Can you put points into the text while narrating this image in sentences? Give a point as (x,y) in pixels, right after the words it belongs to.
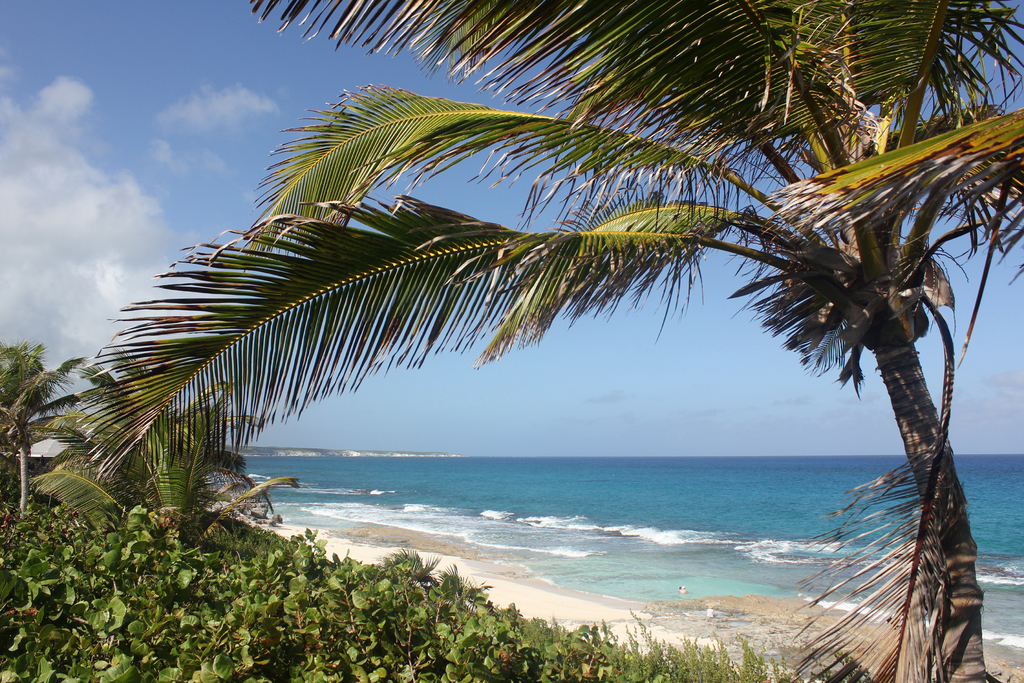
In this image I can see a tree (623,272), few plants (98,573), the sand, the water (504,541) and the sky (181,146) and I can see a tent (36,443) which is ash in color.
